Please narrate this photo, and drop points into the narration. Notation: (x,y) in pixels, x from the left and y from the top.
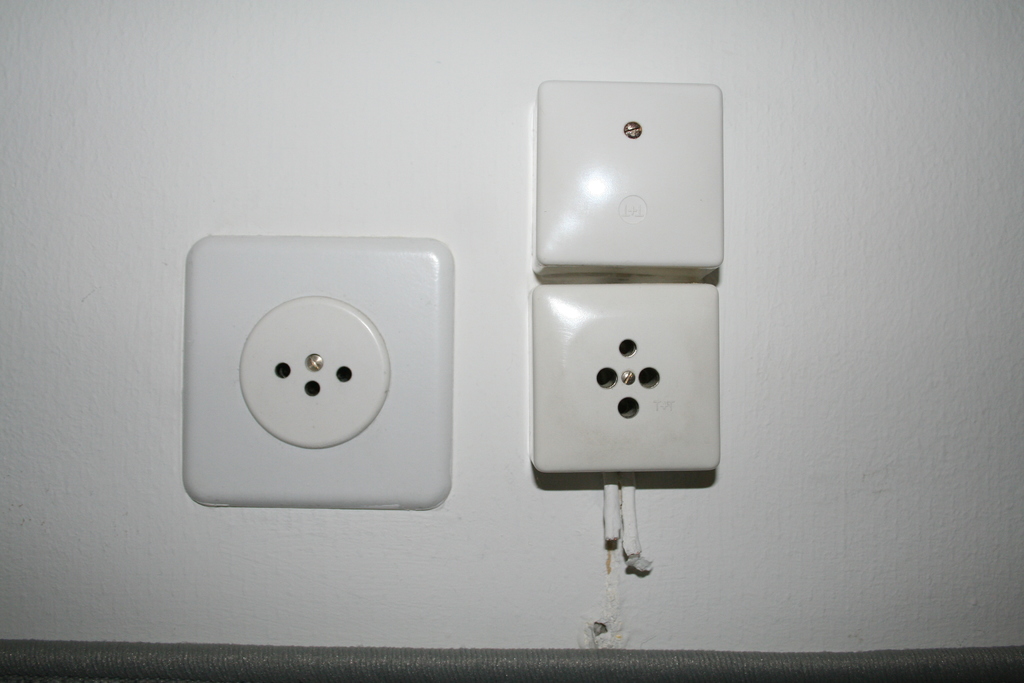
Here we can see sockets (307,259) on white wall (111,333).
